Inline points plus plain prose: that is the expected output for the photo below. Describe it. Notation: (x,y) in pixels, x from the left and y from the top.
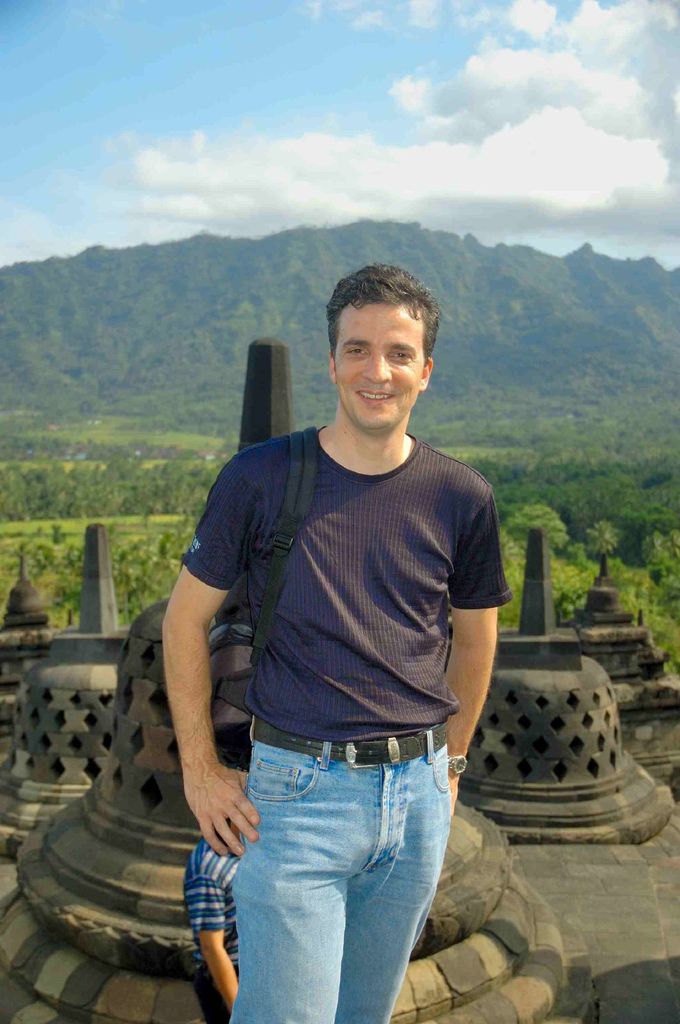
This image consists of a man (284,851) wearing a blue T-shirt (283,659) and blue jeans (265,806). In the background (153,409), there is a mountain (440,343) along with plants (183,445) and trees (623,440). At the top (342,119), there are clouds (433,136) in the sky (363,160).
